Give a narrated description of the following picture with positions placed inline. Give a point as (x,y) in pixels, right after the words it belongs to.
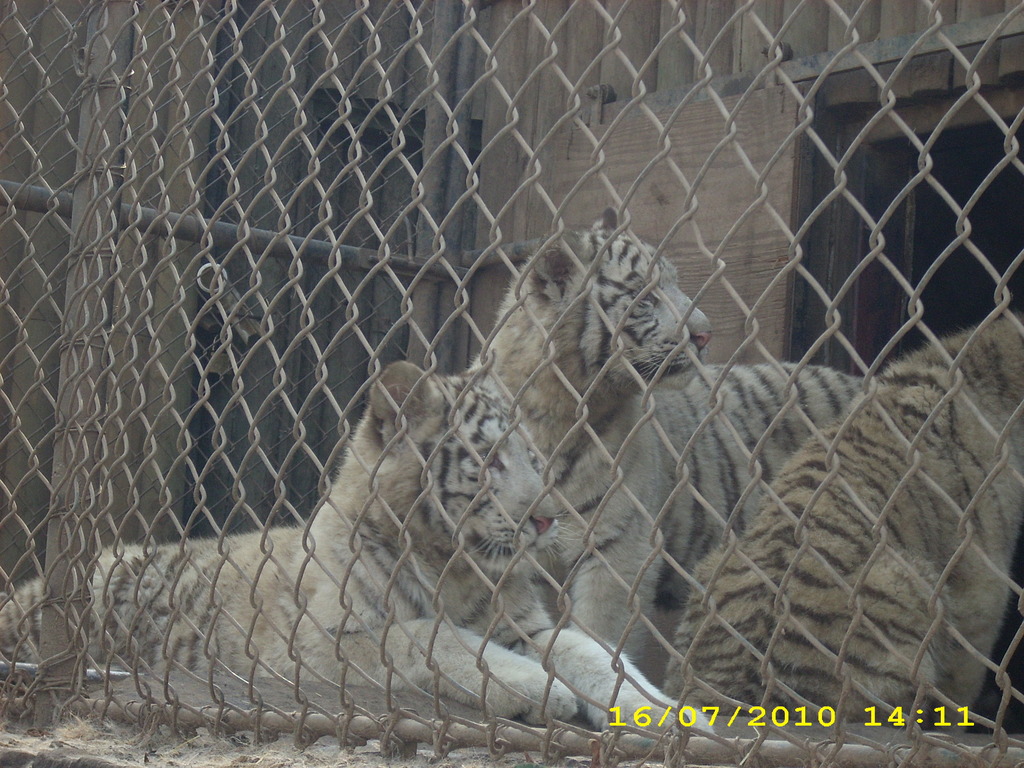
In this image we can see few animals (647,491). In front of the animals (902,525) we can see the fencing (267,397). Behind the animal (551,321) we can see a wall (363,148) and the poles (318,241). At the bottom (614,712) we can see the text (769,720).
